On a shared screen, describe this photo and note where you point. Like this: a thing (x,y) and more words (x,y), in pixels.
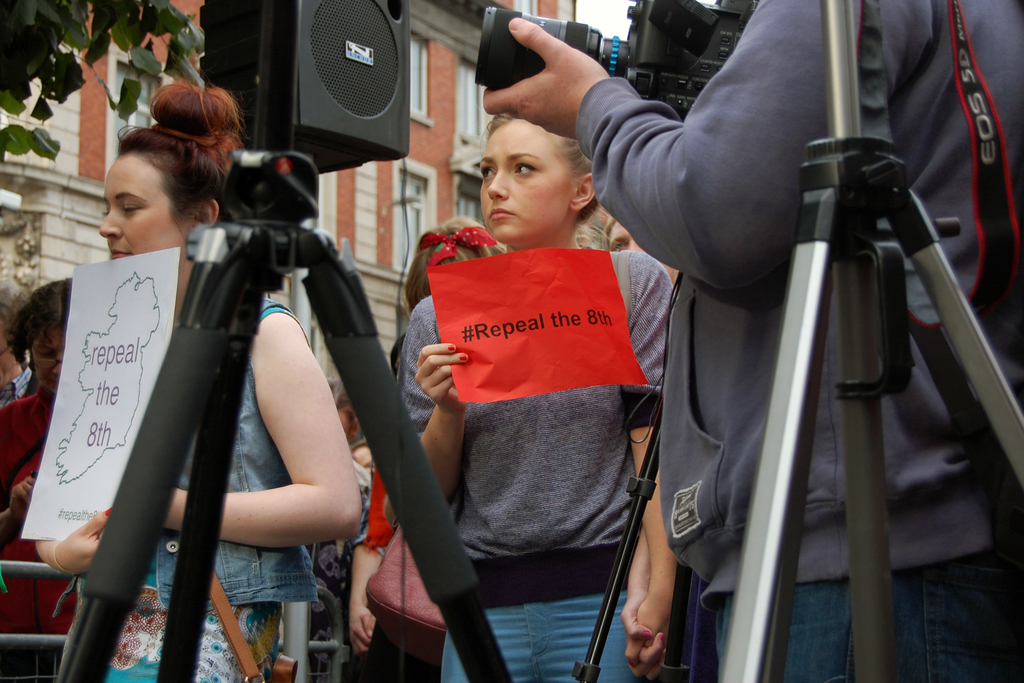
In this picture I can see group of people (809,677) standing, a person (740,385) holding a camera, two persons (276,621) holding papers (62,402), there are tripod stands (335,284), there is a tree (15,23), there is a speaker (229,87), and in the background (457,187) it is looking like a building (437,218).
